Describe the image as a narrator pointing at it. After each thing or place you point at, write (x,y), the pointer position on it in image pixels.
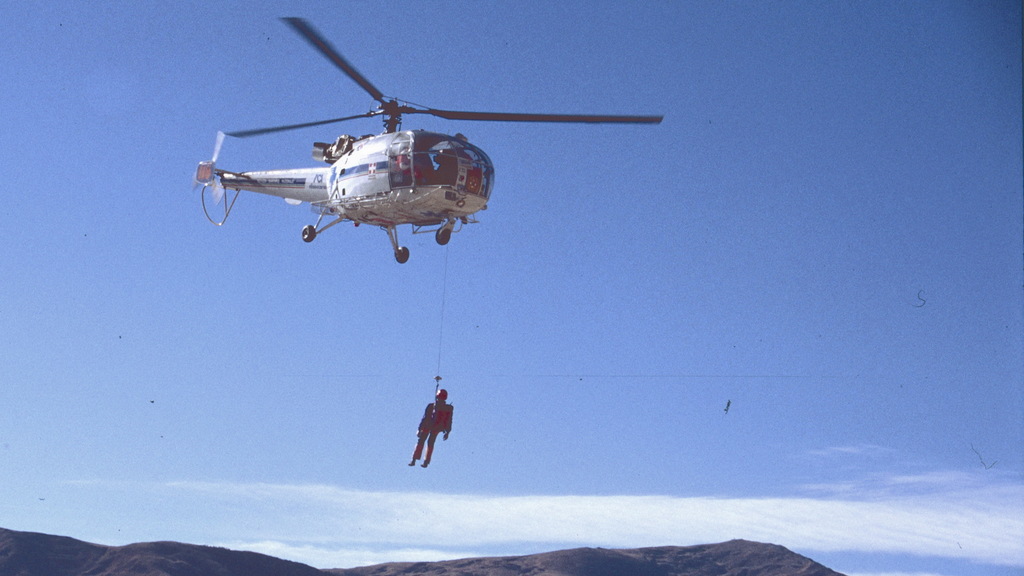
In the background (976,547) we can see the sky (171,34). In this picture we can see a helicopter (483,190). We can see a person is in the air (475,388) with the help of a rope (445,276). At the bottom portion of the picture (718,560) we can see hills (746,564).
